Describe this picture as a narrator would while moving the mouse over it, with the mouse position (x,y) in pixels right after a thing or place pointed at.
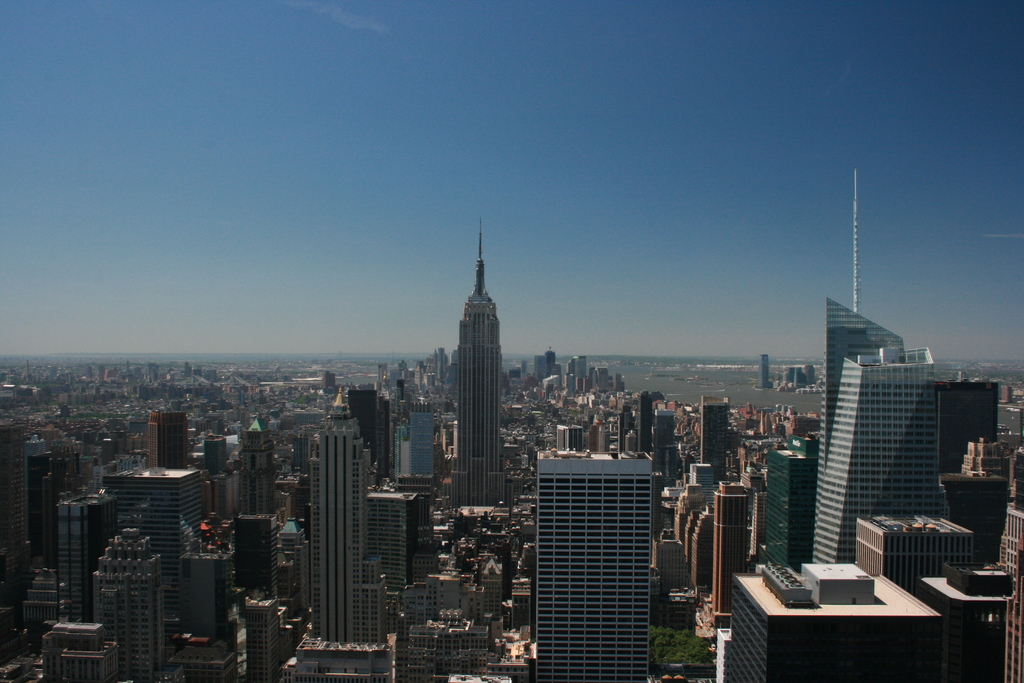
In this image at the bottom (438,557) there are some buildings (611,564) and skyscrapers (792,545) and some trees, at the top of the image (548,164) there is sky (584,218).
